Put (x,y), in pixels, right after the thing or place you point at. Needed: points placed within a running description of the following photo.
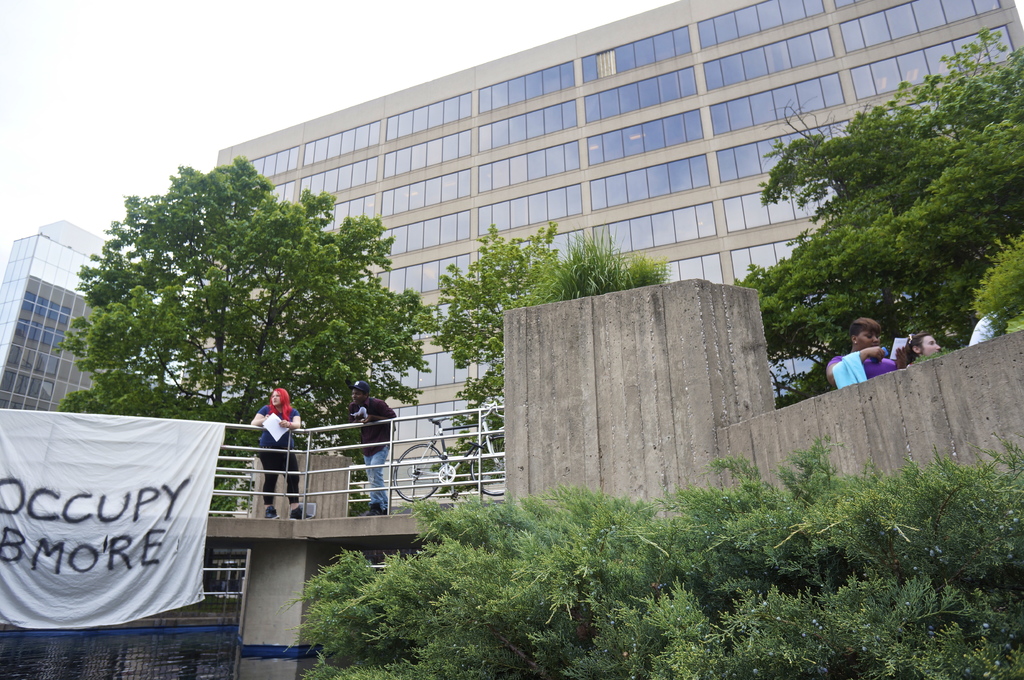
In the center of the image (393,429) there are people (382,480) standing on the bridge (436,496). Under the bridge (398,488) there is water (165,656) and we can see there is a banner (130,500) on the bridge (308,474). There is a cycle (436,443) on the bridge (388,498). In the background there are trees (333,251), buildings (382,186) and sky (186,48).
